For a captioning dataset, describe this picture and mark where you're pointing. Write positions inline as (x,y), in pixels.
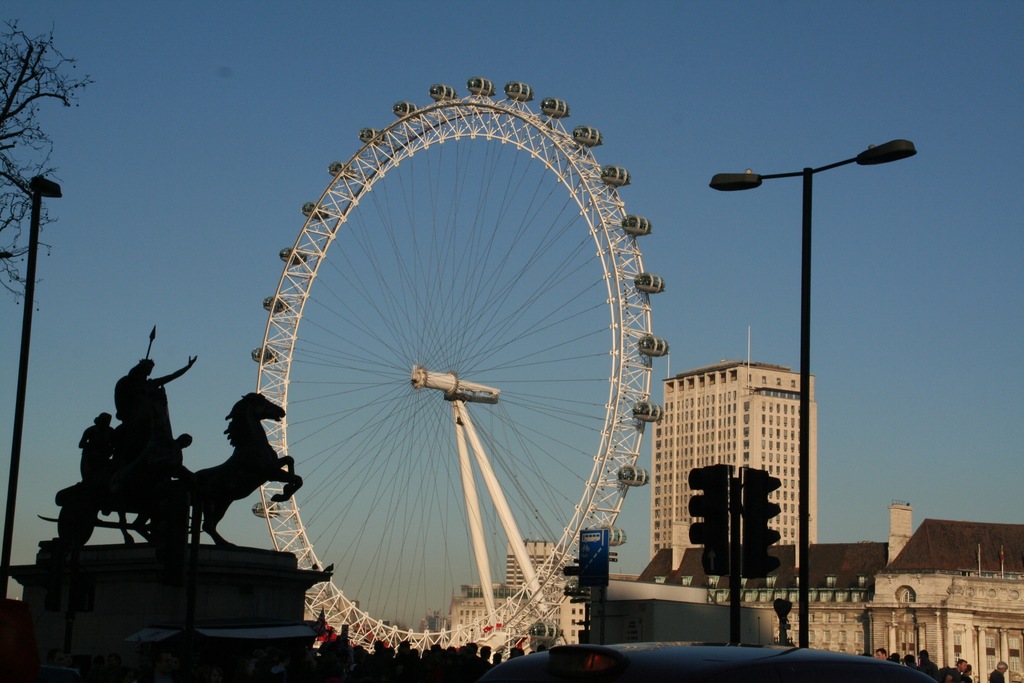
In this picture there are buildings (773,600) and poles (803,568) on the right side of the image (789,496) and there is giant wheel (610,398) in the center of the image (619,360), there is a sculpture (163,479) on the left side of the image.
